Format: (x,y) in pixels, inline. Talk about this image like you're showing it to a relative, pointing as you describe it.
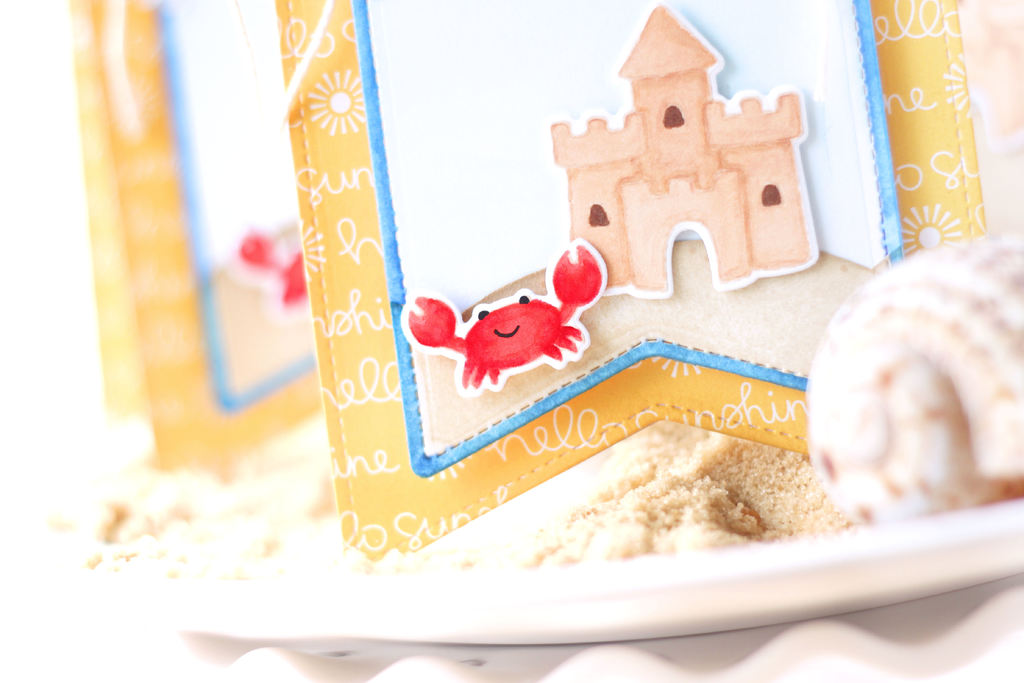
In this image there is a plate (978,522), in that plate (961,527) there is sand (313,564), in the background (173,221) there are cards (480,472), in that cards (455,357) there is a crab (560,312) and house image (687,222).
